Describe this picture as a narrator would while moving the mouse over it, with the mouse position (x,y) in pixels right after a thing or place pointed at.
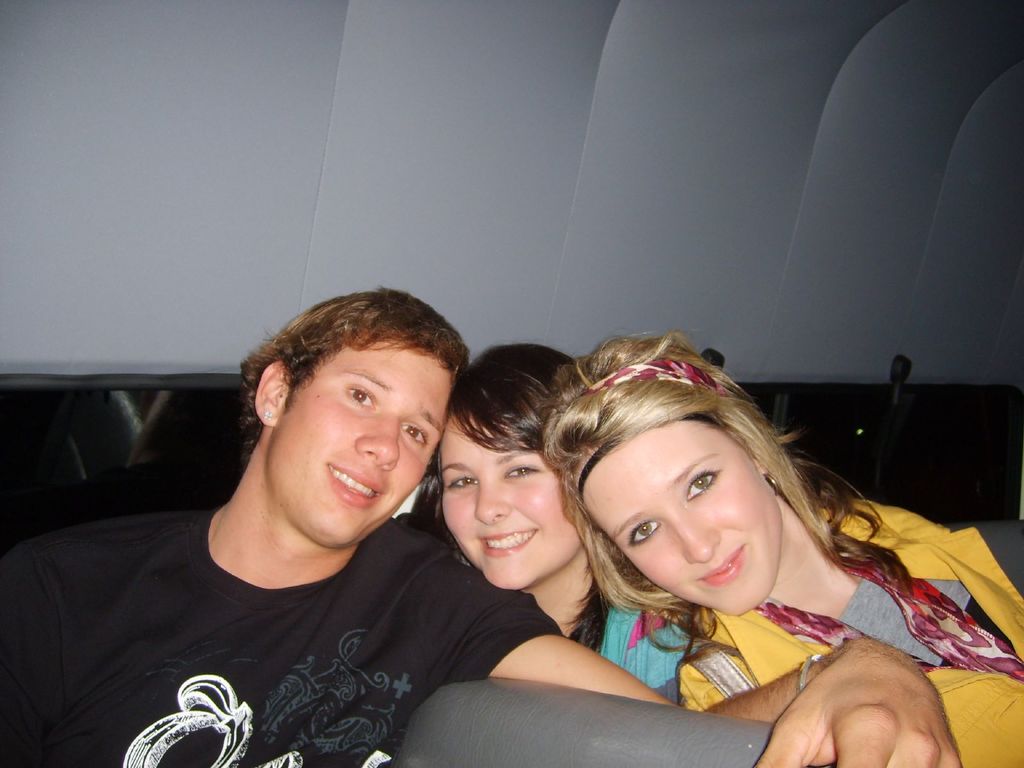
In the image, there are three people (597,515) posing for the photo, one man (355,607) and two women (655,535) and three of them are smiling.
